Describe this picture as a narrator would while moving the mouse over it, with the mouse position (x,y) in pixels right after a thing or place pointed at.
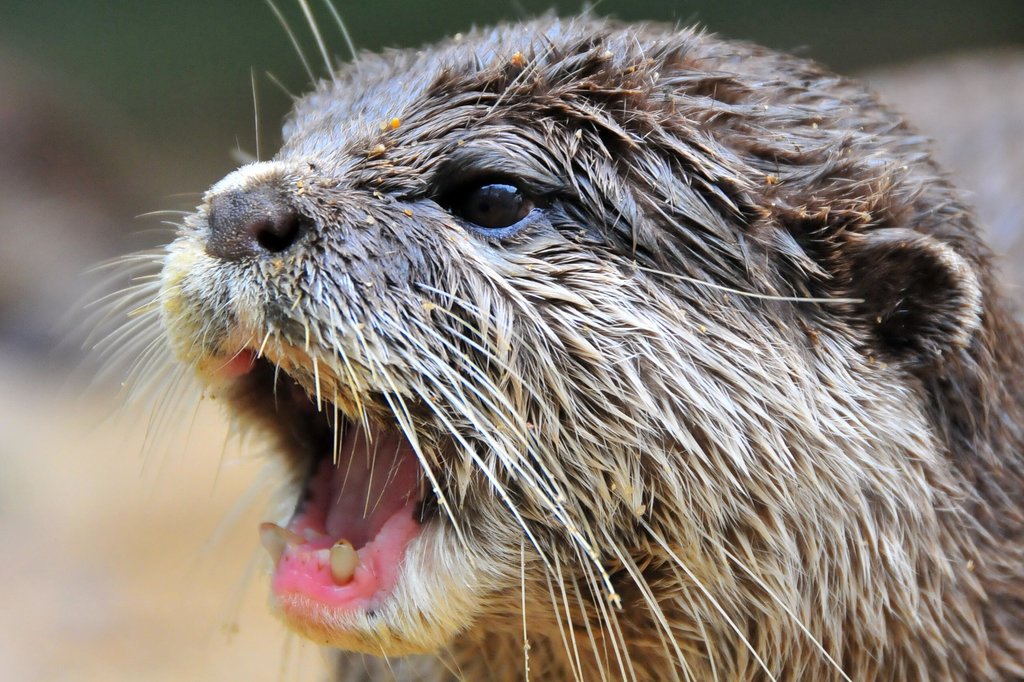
In the center of the image (540,338), we can see an animal (452,302).
